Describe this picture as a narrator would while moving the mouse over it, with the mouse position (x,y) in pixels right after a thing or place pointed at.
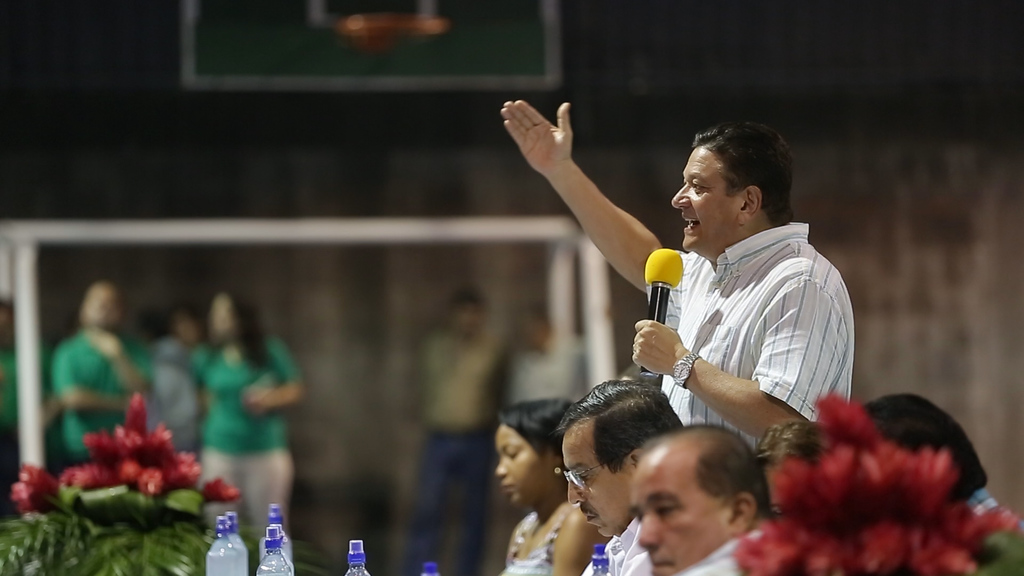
In this image we can see some group of persons (589,501) sitting on chairs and there is a person (645,365) wearing white color dress (710,329) holding microphone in his hands (672,347) and standing, on left side of the image (140,444) there are some water bottles (274,542), flower bouquet (196,492) and in the background of the image (291,463) there are some persons (70,367) standing.
